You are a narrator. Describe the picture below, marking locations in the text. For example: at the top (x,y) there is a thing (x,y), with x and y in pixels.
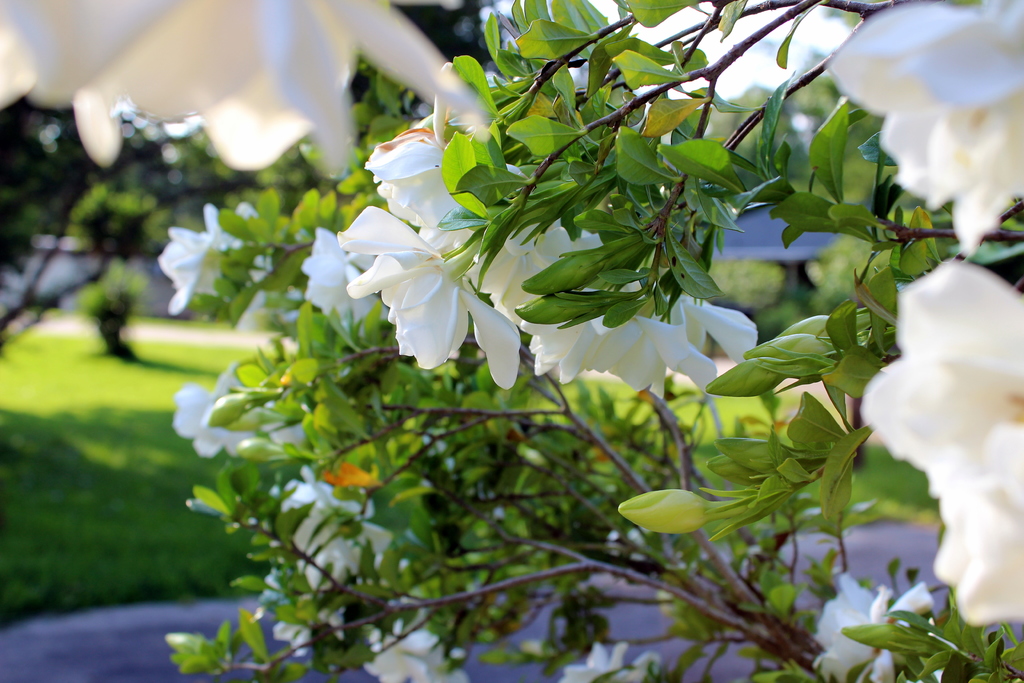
In the foreground of the picture (598,83) there are plants (491,131), leaves (612,238) and stems (418,455). The background (97,199) is blurred. In the background (80,366) there is a greenery (290,174) and sky (723,54).
